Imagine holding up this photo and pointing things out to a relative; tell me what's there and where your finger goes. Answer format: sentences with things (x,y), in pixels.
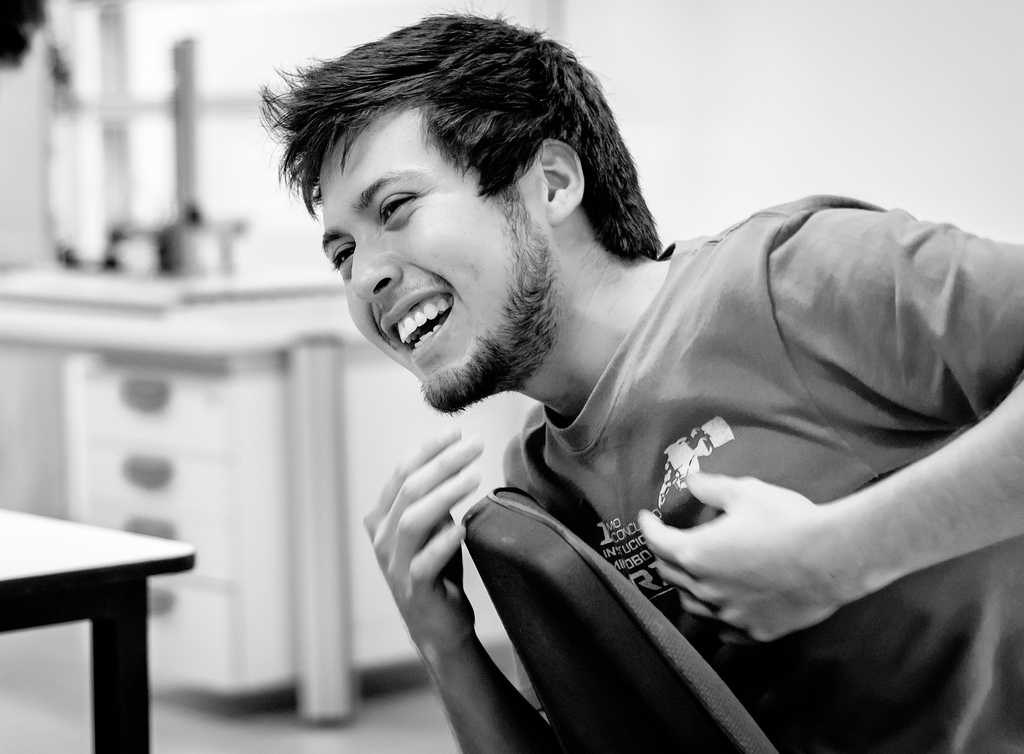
This picture shows a man (544,463) seated on the chair (562,530) and we see a smile on his face (537,231) and we see a table (142,547) on the left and other table (188,367) with drawers (115,467) on the left (293,546).
